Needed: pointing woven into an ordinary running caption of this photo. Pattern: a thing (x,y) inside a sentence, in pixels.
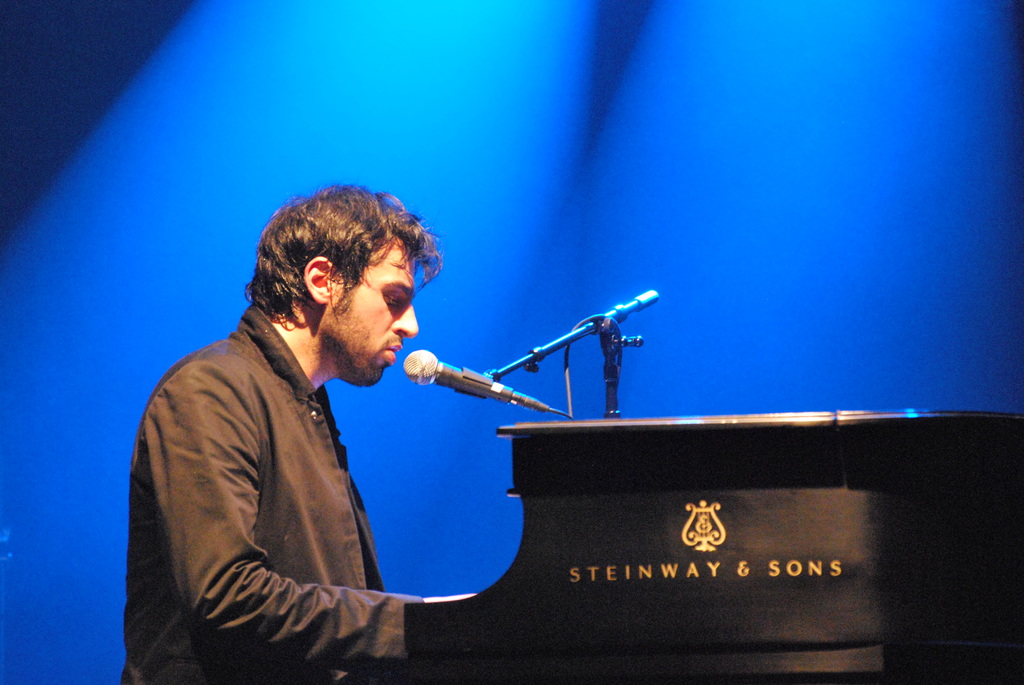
In the front of the image (224,578) I can see a person (352,537), piano (556,461), mic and stand (608,384). Something is written on the piano (726,568). In this image I can see a blue background (139,231).
